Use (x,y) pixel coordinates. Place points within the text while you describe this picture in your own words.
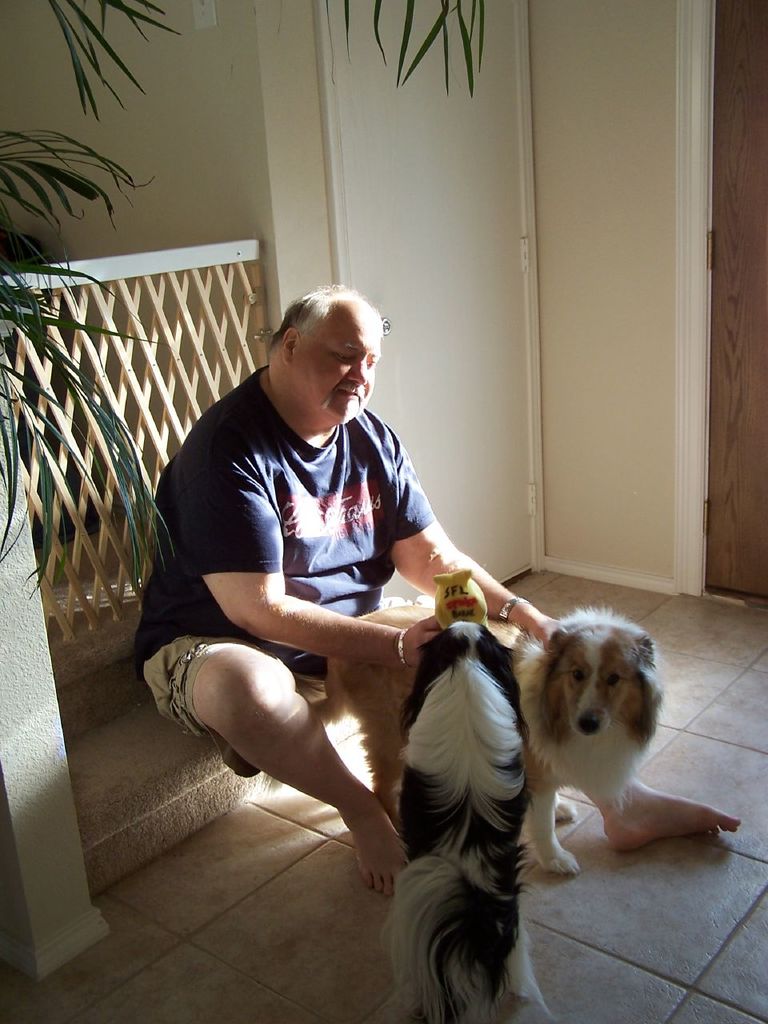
In this image i can see a man (329,570) sit on a stair step (165,768) wearing a blue color t-shirt (218,537) and in front of him there are two dog (499,674) stand on the floor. And back side of him there is a door (390,173) with white color, there are some leaves (68,327) are visible back side of him. there is a fence (185,371) back side of him.
